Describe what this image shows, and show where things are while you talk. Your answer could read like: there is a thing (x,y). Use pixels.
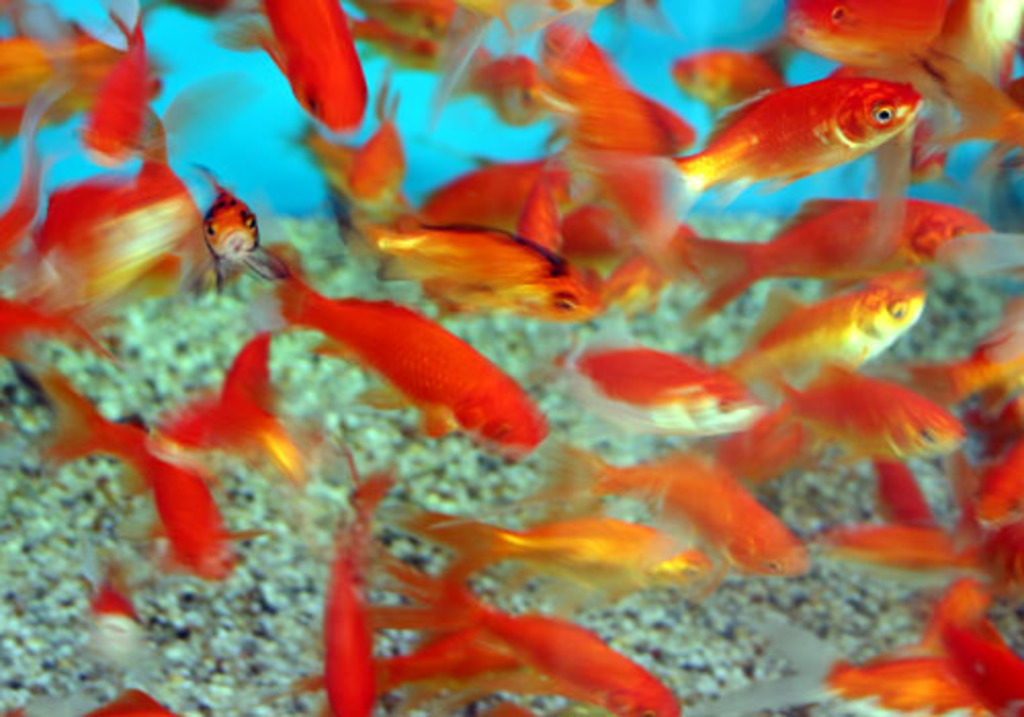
These are the golden fishes (816,356) in the water (435,412) and there is the sand (393,489) in this.
